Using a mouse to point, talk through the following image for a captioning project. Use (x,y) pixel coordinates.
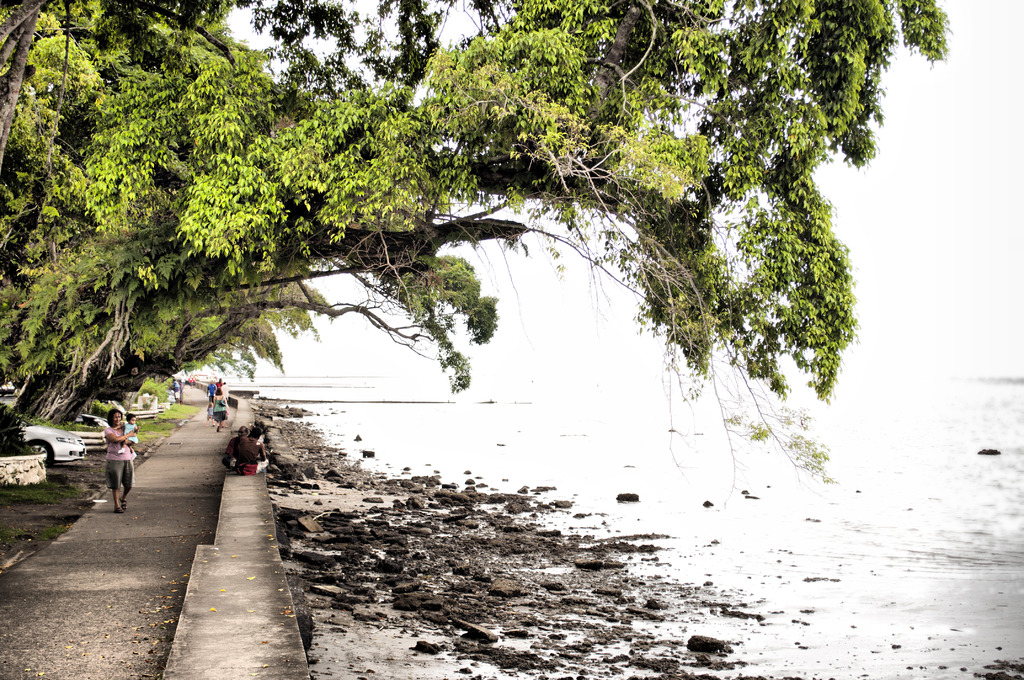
On the left side (110,453), there are persons (129,425) walking on the road (124,586), near a wall (235,495), on which, there are persons (223,461) who are sitting. Beside this road (162,460), there are vehicles (56,439) parked, near trees (133,290). On the right side (978,463), there is a water (775,477) and sky (988,175).
